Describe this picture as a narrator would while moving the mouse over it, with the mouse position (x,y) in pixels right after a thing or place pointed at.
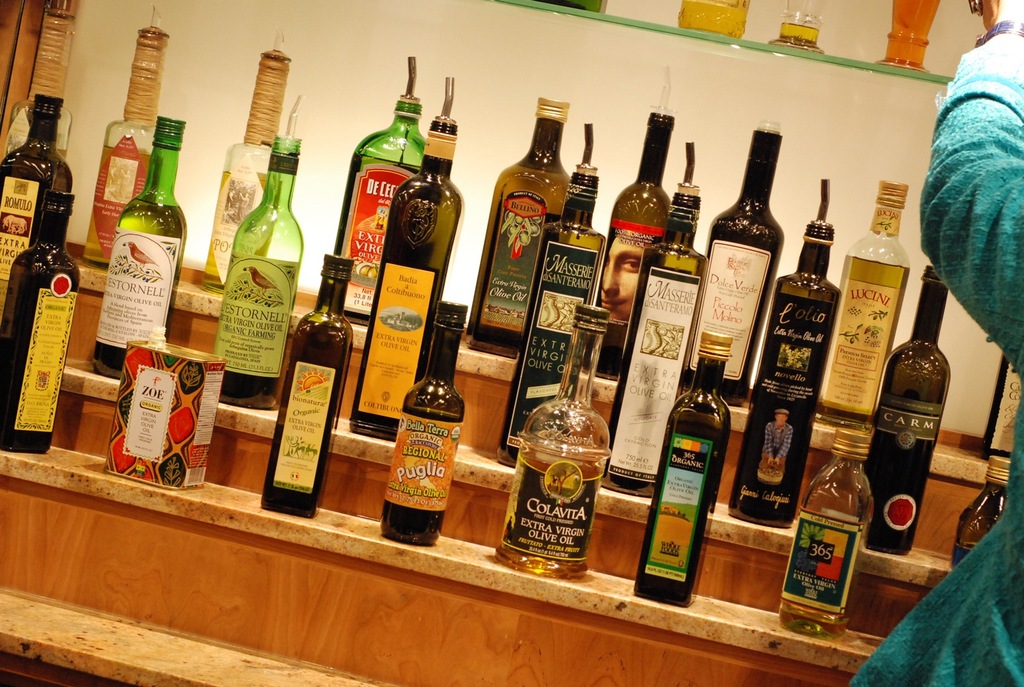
In this picture we can see bottles (548,304) placed on a racks (248,465) and in background (703,43) we can see wall (713,96) and here we have person (1005,201) standing.
